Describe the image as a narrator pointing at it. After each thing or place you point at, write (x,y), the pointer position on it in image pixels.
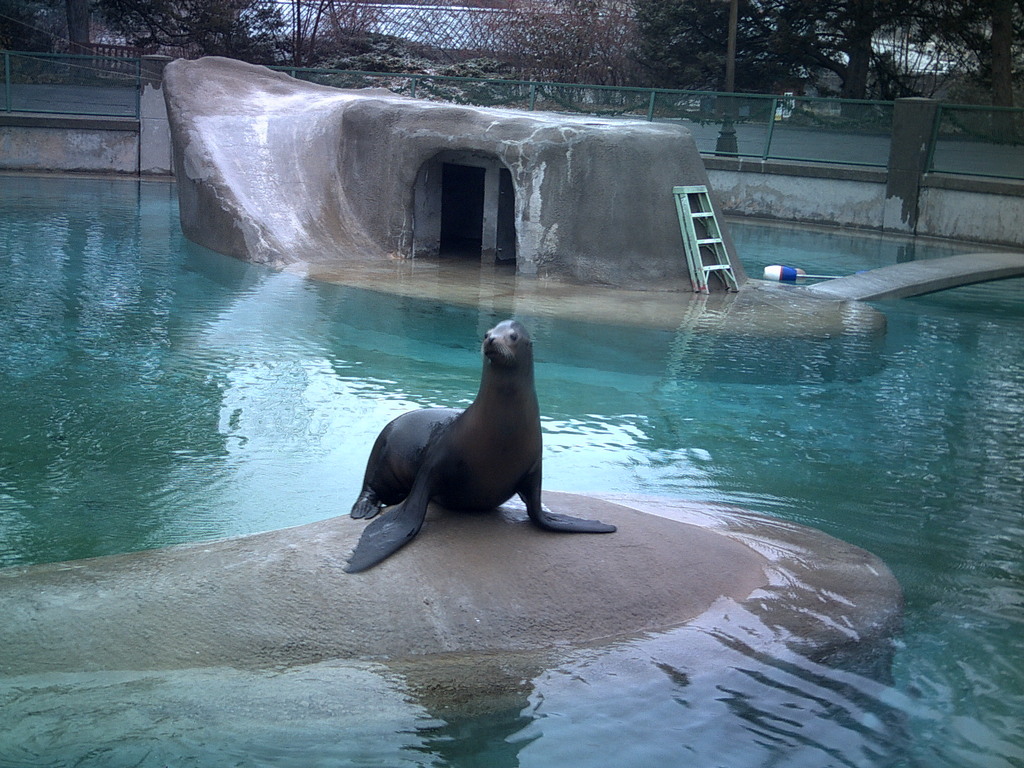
In the background (856,96) we can see the mesh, trees (710,59), a pole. In this picture we can see the cave (630,174), ladder (728,273) and an object (773,279), water (776,392). We can see an animal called as seal (546,518) on a surface (482,525).
